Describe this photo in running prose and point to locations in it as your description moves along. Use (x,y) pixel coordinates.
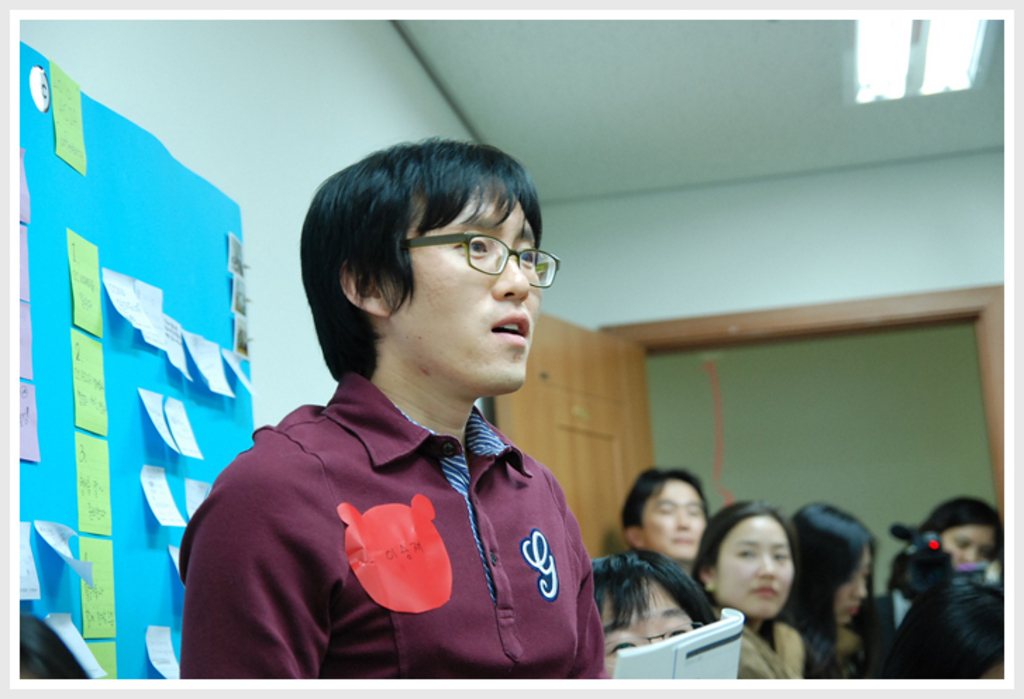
In this image we can see this person (337,493) wearing maroon T-shirt (392,626) and spectacles (497,268) is standing. Here we can see a blue color chart (156,225) on the wall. The background of the image (972,554) is slightly blurred, where we can see a few more people (791,569) standing here, wooden door (602,532) and lights (954,65) on the ceiling (856,124).
